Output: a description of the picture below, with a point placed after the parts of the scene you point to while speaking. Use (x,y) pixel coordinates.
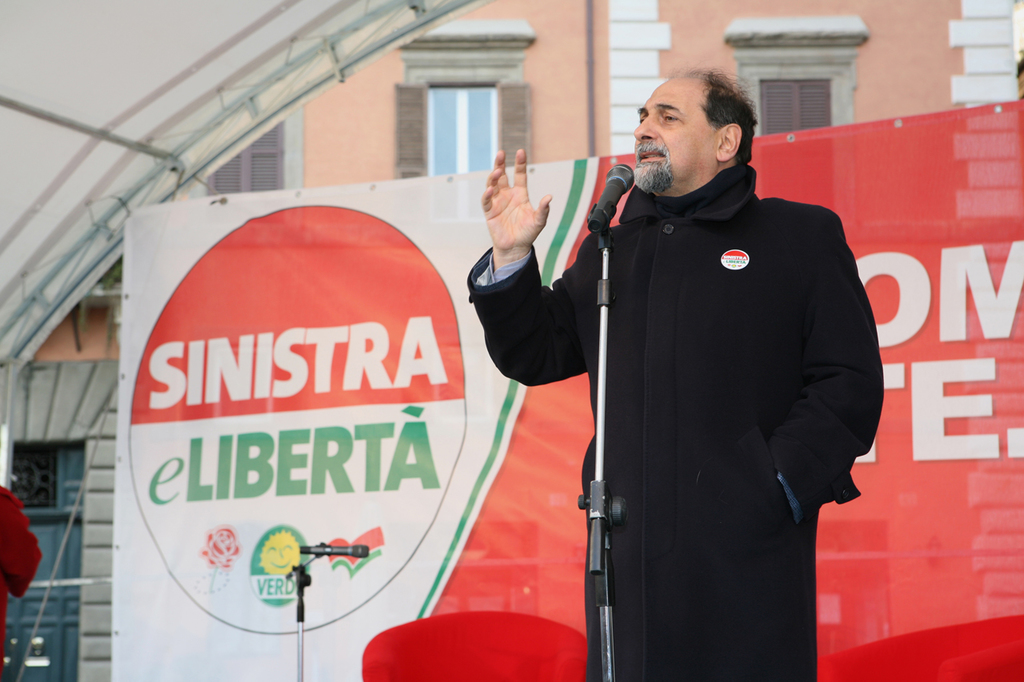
In this image on the right (691,264) there is a man (702,372), he wears a jacket (722,449), trouser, in front of him there is a mic (612,178). In the background (372,431) there are chairs (459,638), mic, posters (364,371), tent (248,70), people (20,544), building (455,114), windows (478,116), wall (878,45).
